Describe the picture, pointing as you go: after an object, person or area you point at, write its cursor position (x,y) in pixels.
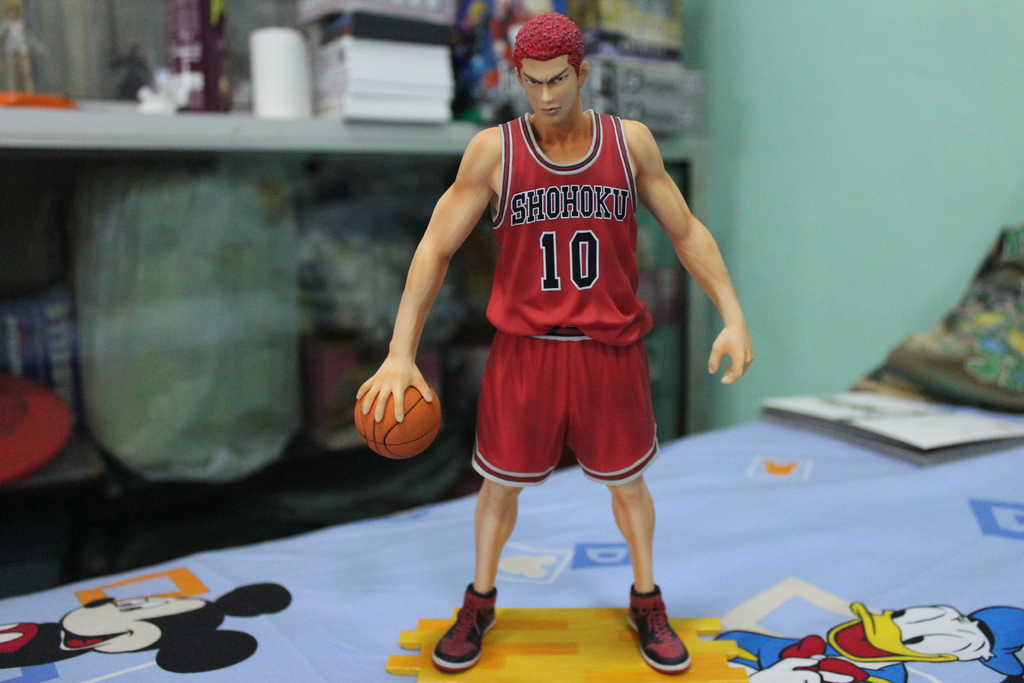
In this image, i can see a toy (558,27) holding basketball (434,436) and the background (808,148) is blurry.
